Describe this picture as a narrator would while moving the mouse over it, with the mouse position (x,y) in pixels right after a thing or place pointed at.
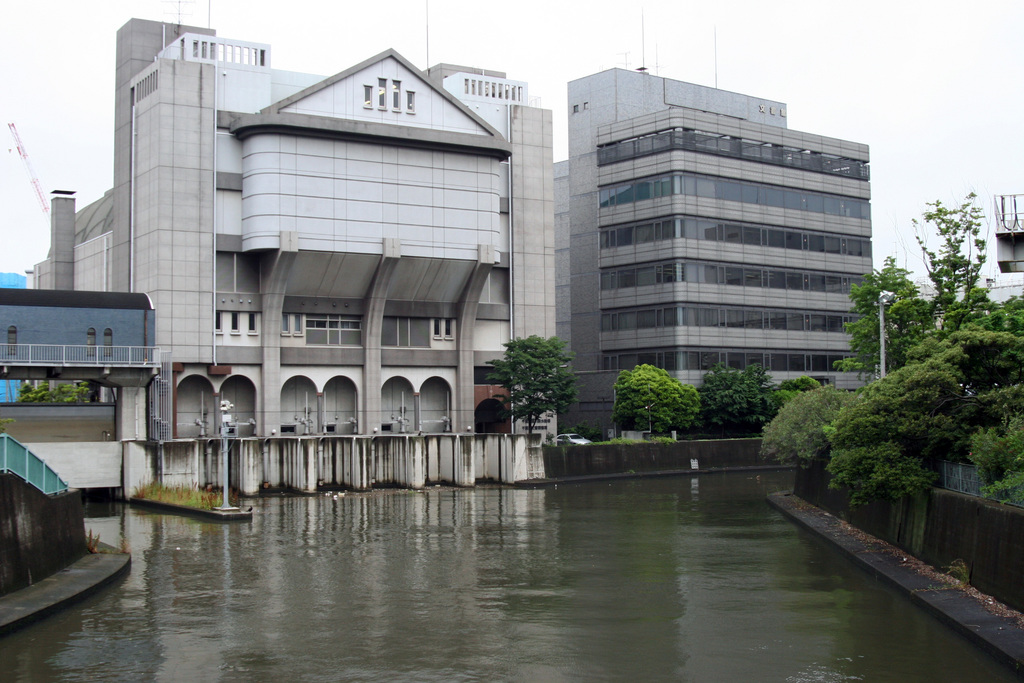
There are plants (830,418) and water surface (560,550) in the foreground area of the image (911,422), there are buildings (793,295), poles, trees (725,376) and the sky (602,1) in the background (795,56).
